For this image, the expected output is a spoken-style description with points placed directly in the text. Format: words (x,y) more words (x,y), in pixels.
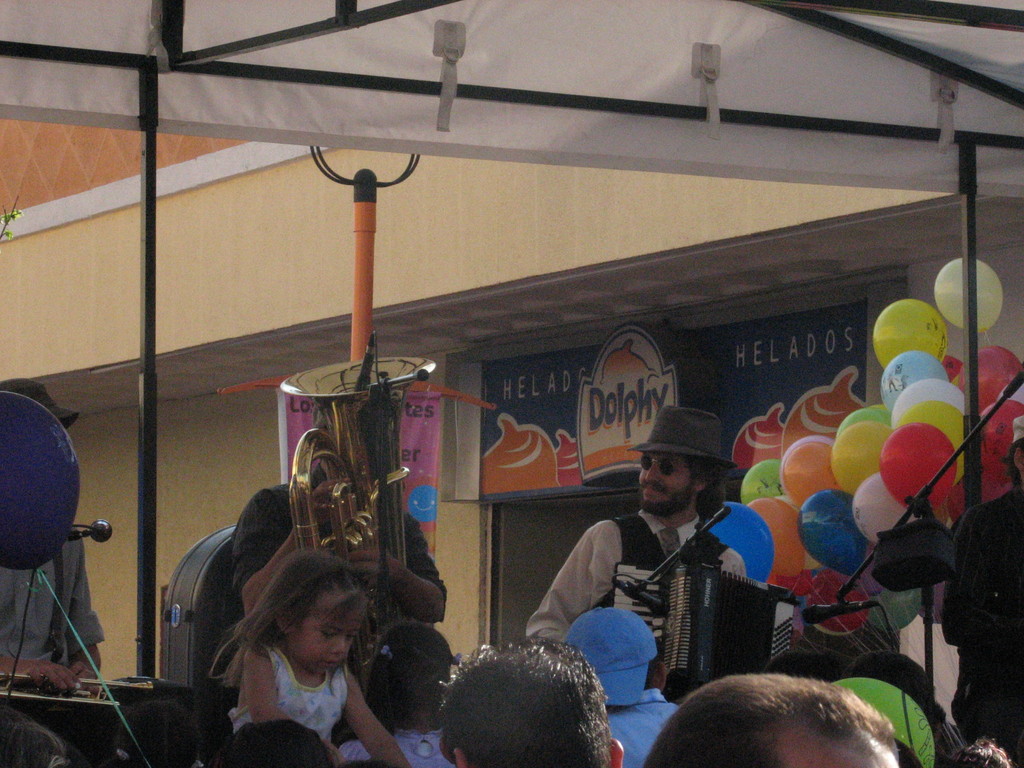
At the bottom of the image (237,762) there are heads (625,632) of people (539,688). In front of them there are three men (74,581) sitting and playing musical instruments (369,579). There is a man (667,469) with a hat (676,445) on his head (660,465) and also he kept goggles (643,460). Beside him on the right side (895,502) there is a rod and also there are balloons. Behind them there is a pole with a poster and also there is a wall (463,535) with a name board (573,465) and glass door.
